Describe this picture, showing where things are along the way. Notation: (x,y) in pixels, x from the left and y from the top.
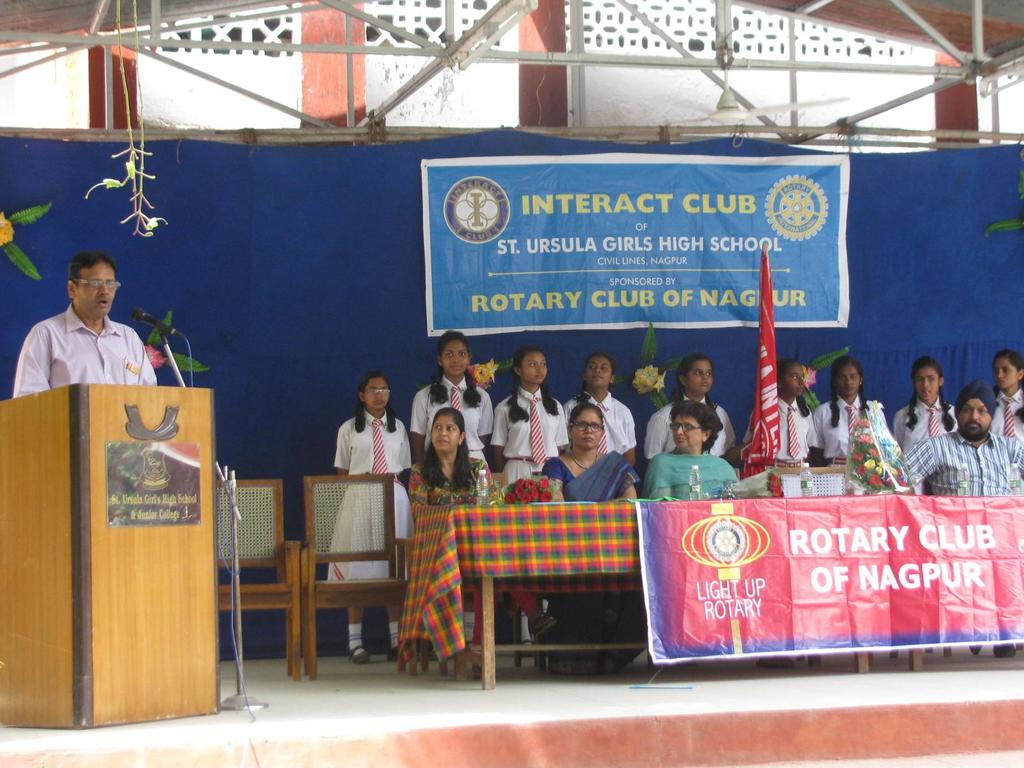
In this picture we can see some people (660,455) are sitting and some people (568,446) are standing and a man (81,363) is standing behind the podium (91,460). On the right side of the podium (130,455) there is a microphone (153,317) with stand (235,549) and a cable (225,559). In front of the people (560,441) there is a table (478,540), covered with a cloth (479,522) and on the table (501,518) there is a banner (726,510), bottles (482,477), a bouquet (882,468) and other things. Behind the people (468,433) there is a banner (530,217), cloth (253,226) and a wall (550,104).
